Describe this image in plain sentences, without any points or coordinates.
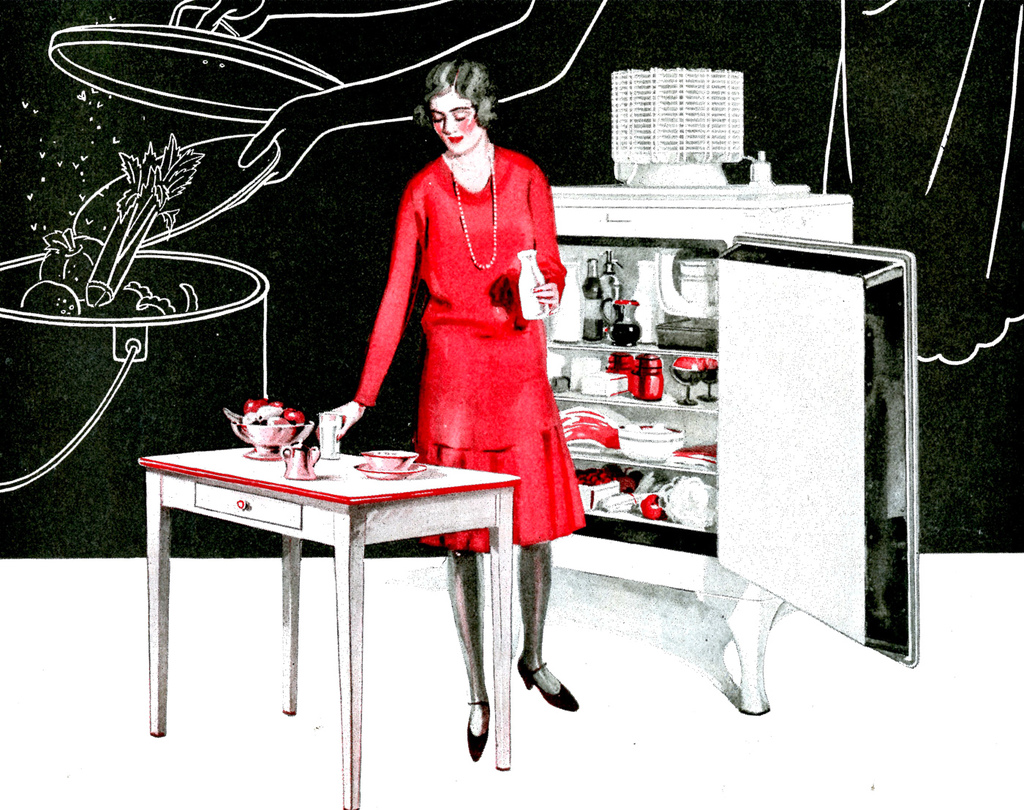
In this we can see a graphic designer picture.
